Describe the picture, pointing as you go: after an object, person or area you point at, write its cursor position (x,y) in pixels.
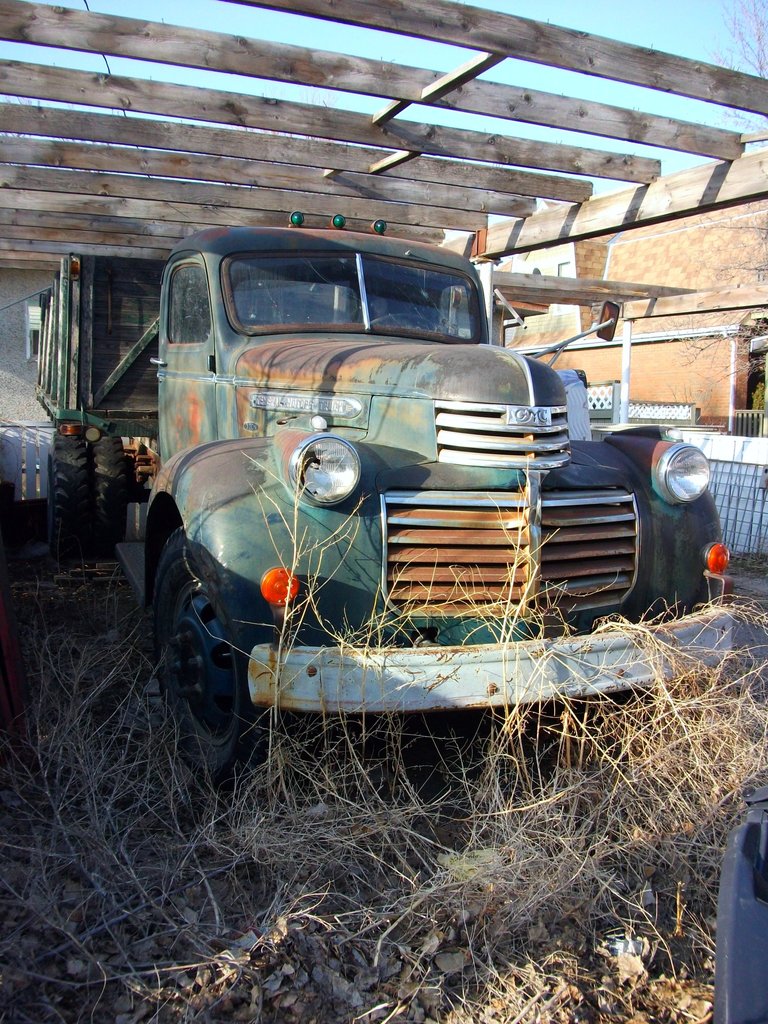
In the center of the image (394,351) there is a vehicle (291,435) on the ground (436,775). At the bottom (664,722) we can see leaves (194,999) and plants (269,924). In the background (624,108) we can see wooden bars (478,140), wall (671,253), tree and sky (687,41).
